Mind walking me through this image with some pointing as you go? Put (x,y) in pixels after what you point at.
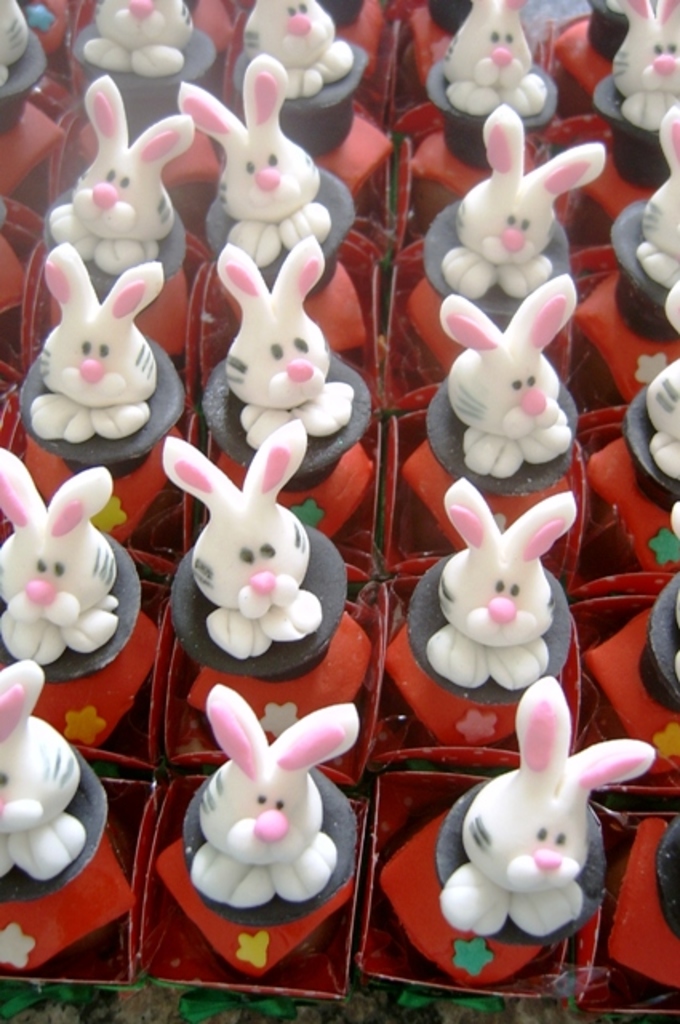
In this image we can see some bunny cake toppers (254,628), and the borders (235,63) are red in color.
